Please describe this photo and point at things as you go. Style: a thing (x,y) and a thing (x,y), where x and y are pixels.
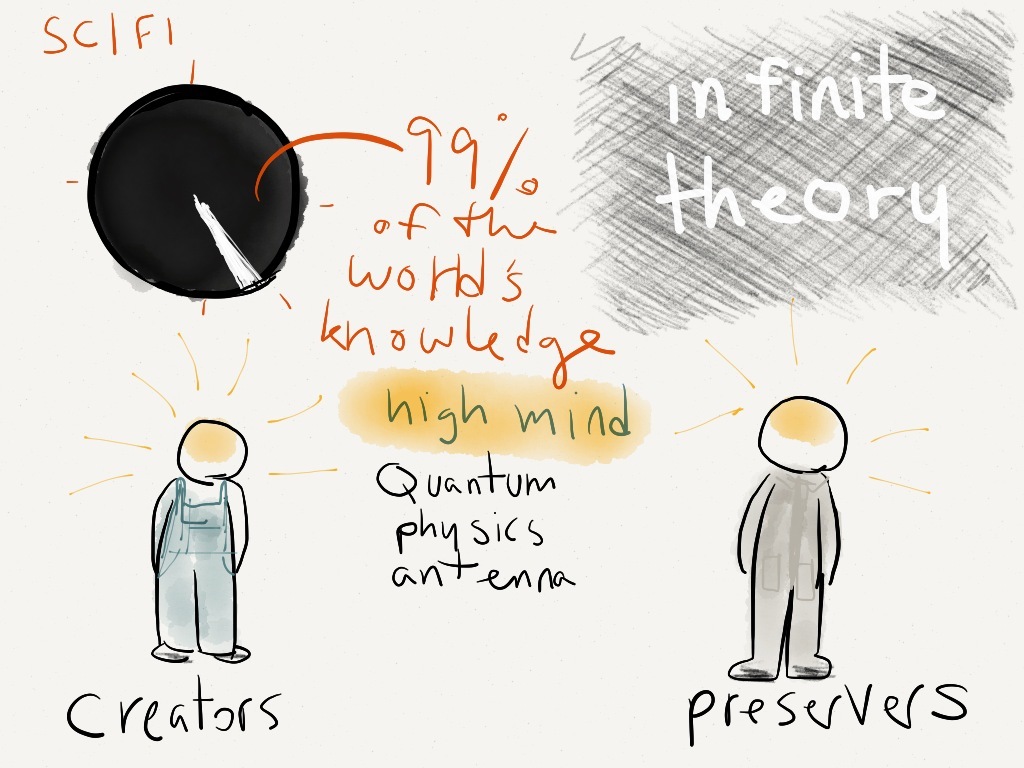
This is a drawing picture stating infinite theory. This is a clock (248,214). This is a person (220,558) and this is also a person (813,597). It is written on a paper (555,210) stating 99% of the world's knowledge high mind quantum physics antenna.
